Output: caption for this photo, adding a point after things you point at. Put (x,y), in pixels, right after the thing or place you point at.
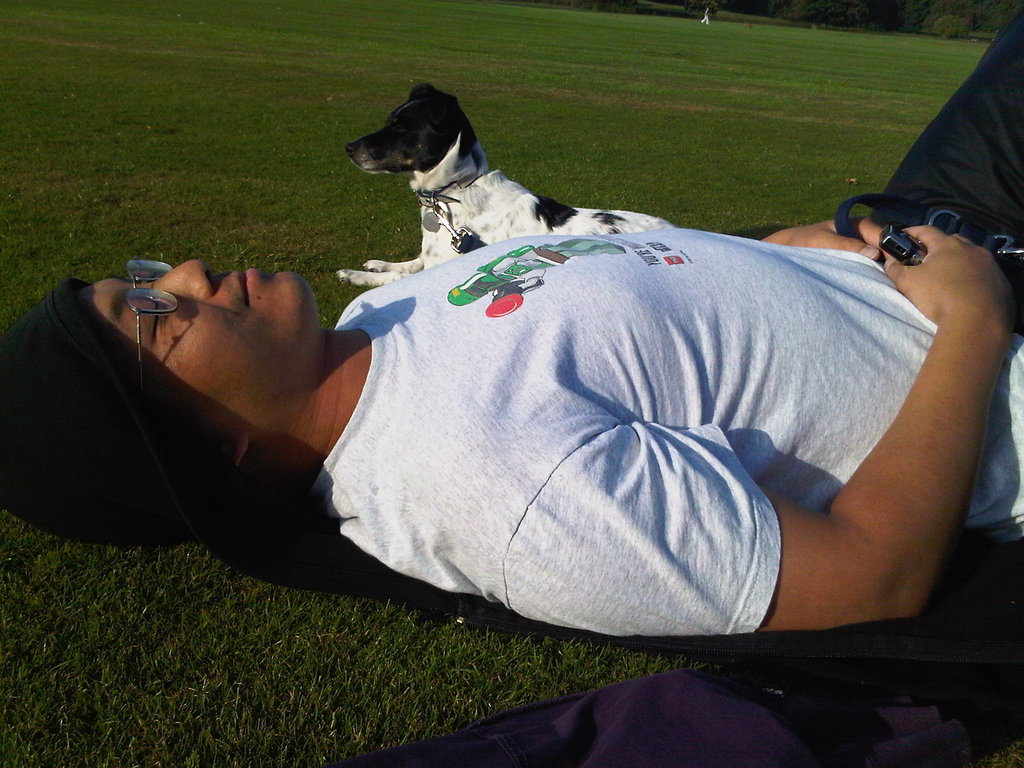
This person (286,411) is lying on a grass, he wore spectacles (151,287) and cap (71,398). Beside this person (766,418) there is a dog (479,206).
